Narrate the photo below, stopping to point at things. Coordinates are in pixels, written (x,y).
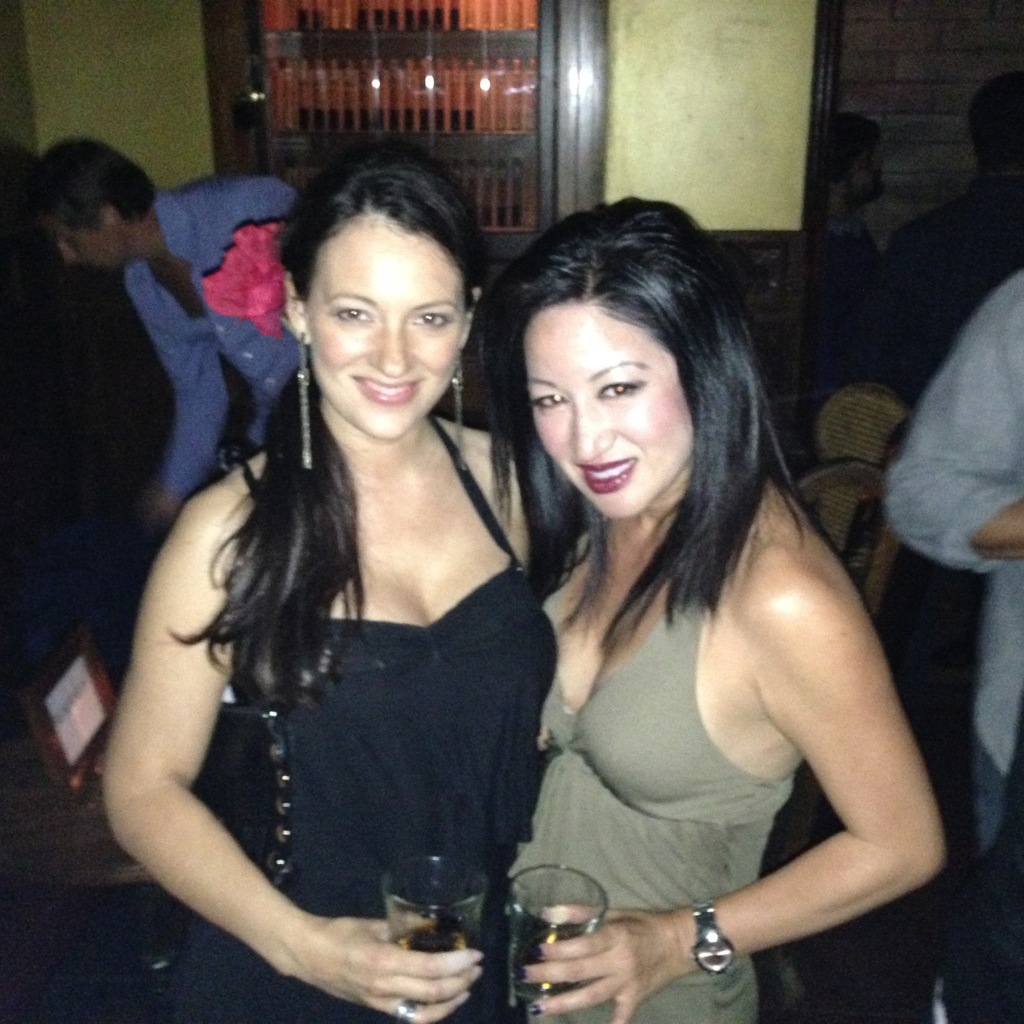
In this image we can see there are women (494,513) holding glasses (559,920). There are people (852,295) and chairs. There are objects (386,94) in the cupboard (362,90).
